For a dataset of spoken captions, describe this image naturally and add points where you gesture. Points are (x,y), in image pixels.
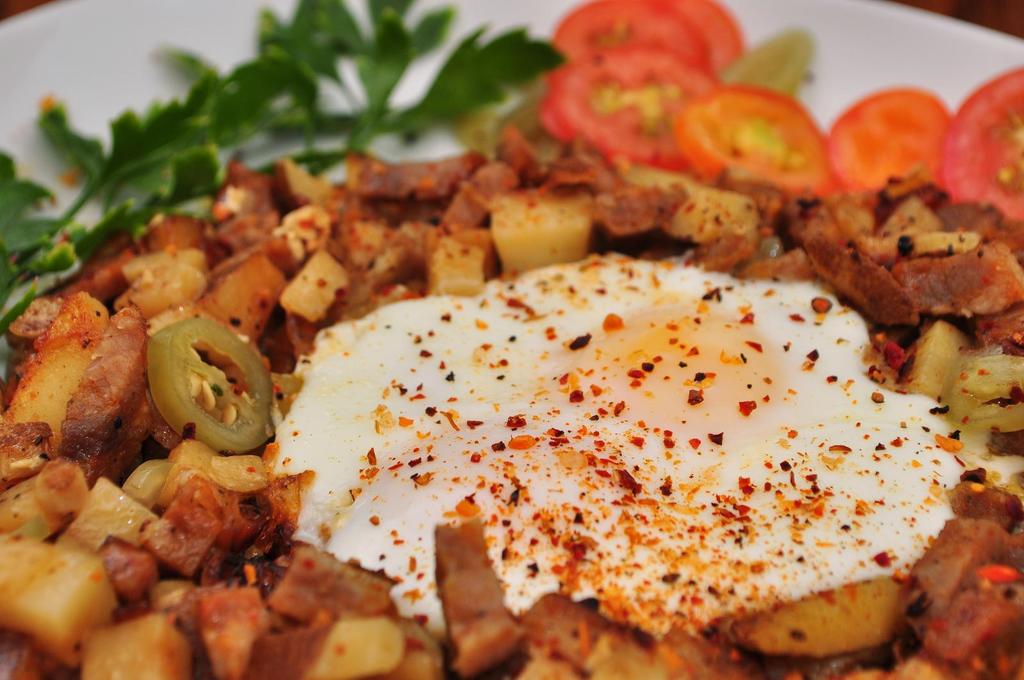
There is a fried egg (393,322). Around this, there are vegetables pieces (859,211) these are fried. There are leaves (356,61), tomato pieces (1000,102) on the white color plate (738,12).
